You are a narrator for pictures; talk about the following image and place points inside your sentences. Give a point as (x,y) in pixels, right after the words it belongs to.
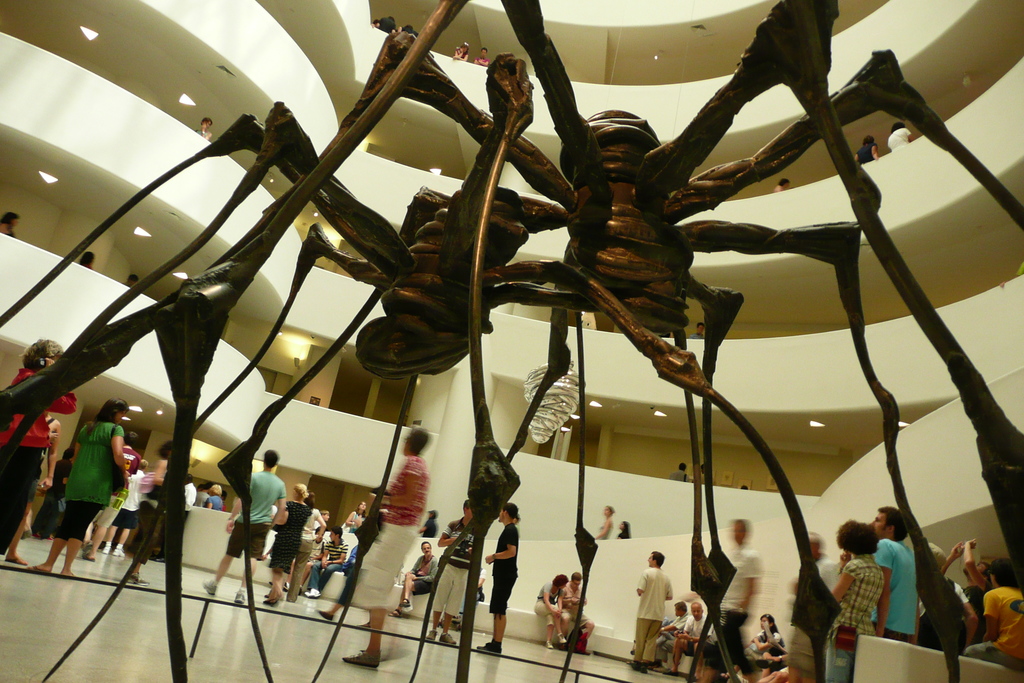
These are the things (583,303) which are in the shape of spiders (644,281), there are many people (75,401) who are standing this place.
